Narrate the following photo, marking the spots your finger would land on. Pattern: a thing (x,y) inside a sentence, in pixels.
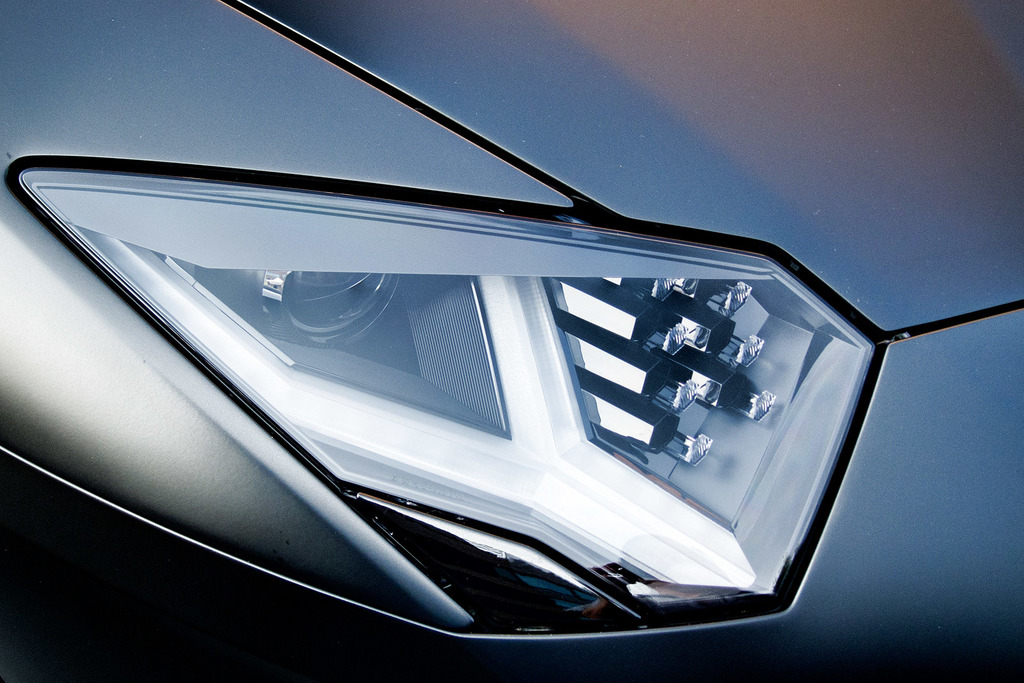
In this image I can see headlight (479,327) of a vehicle (604,405) in the front (650,264).
